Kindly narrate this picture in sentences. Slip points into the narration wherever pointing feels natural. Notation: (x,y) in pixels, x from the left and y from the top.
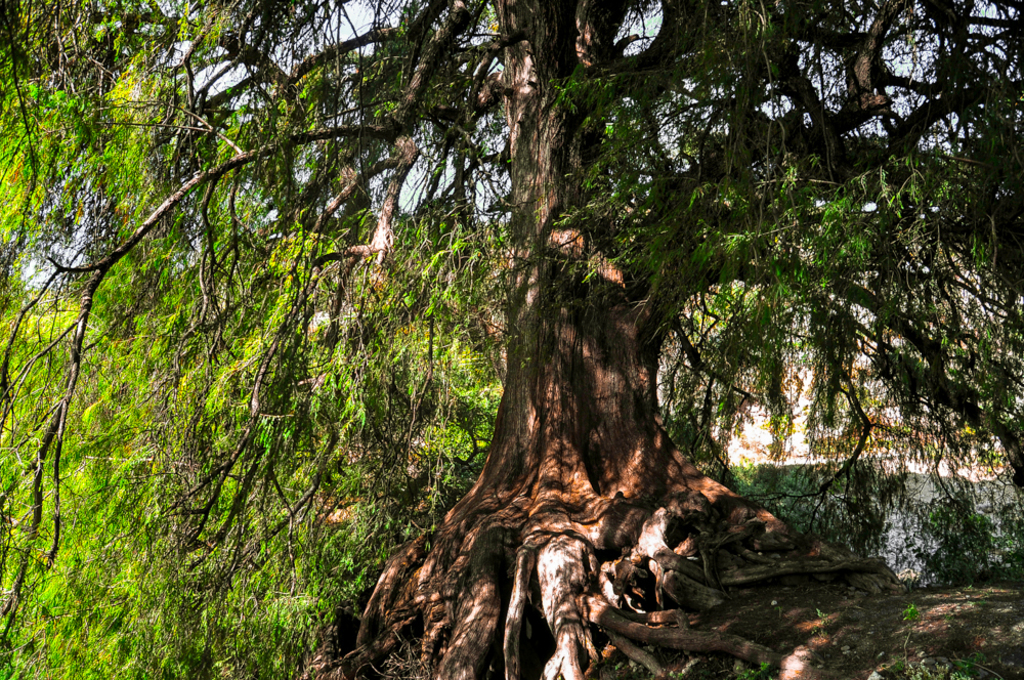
In this picture we can see trees (516,217) in the front (566,160), there is the sky (424,182) in the background (503,188).
